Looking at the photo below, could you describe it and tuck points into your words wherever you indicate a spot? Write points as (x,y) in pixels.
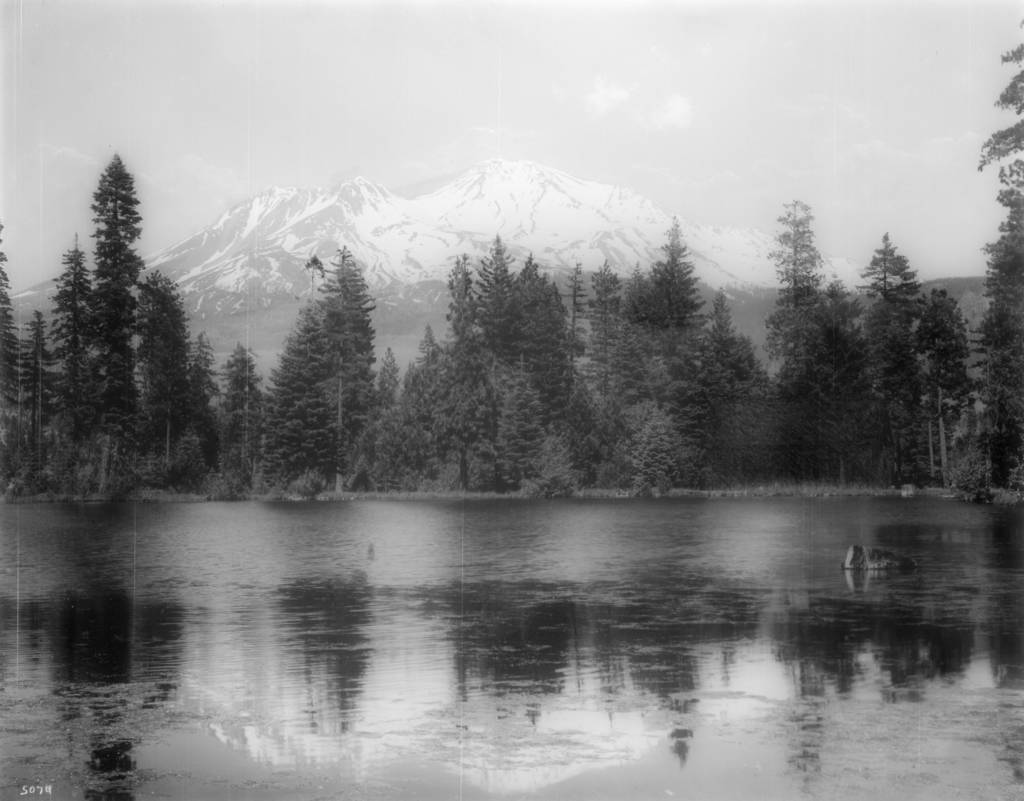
In this image we can see the water (556,621) and surrounding trees (463,376). And we can see the mountains (599,217) and the sky (664,135).
